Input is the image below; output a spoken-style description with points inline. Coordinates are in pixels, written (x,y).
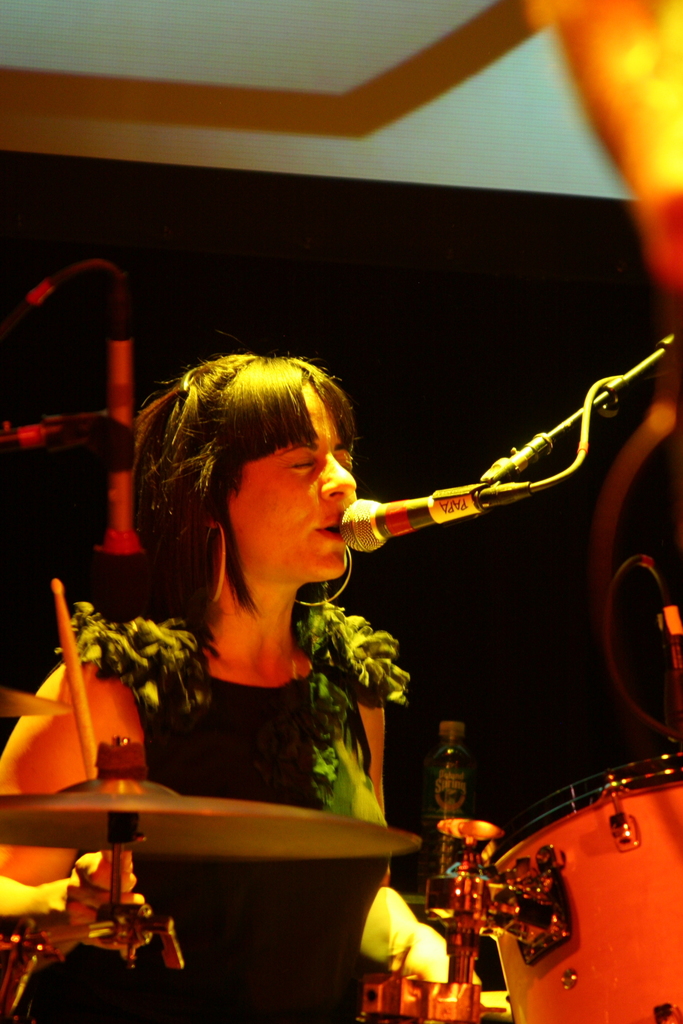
In this image we can see a woman (368,643) singing in a mic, musical instruments (156,810), wall (178,305) and a disposal bottle (457,763).
